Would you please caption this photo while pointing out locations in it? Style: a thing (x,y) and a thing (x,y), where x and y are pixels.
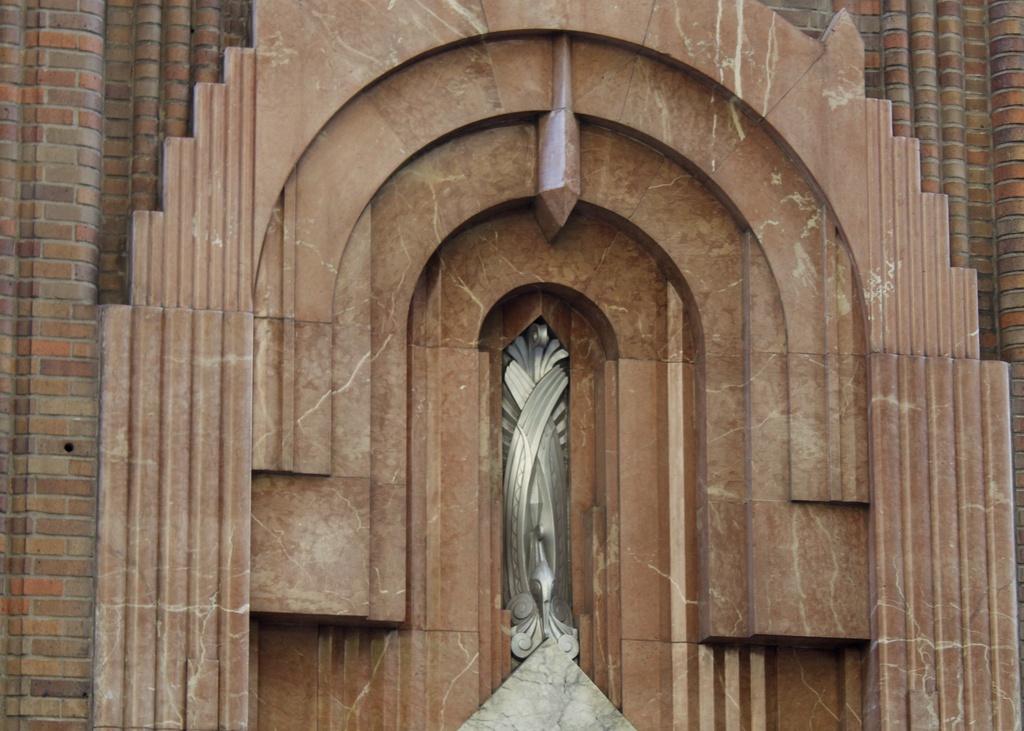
In this picture I can see there is an arch (379,80), there is some sculpture (520,449) and there is a brick wall (54,99) at left (48,431) and right sides.
